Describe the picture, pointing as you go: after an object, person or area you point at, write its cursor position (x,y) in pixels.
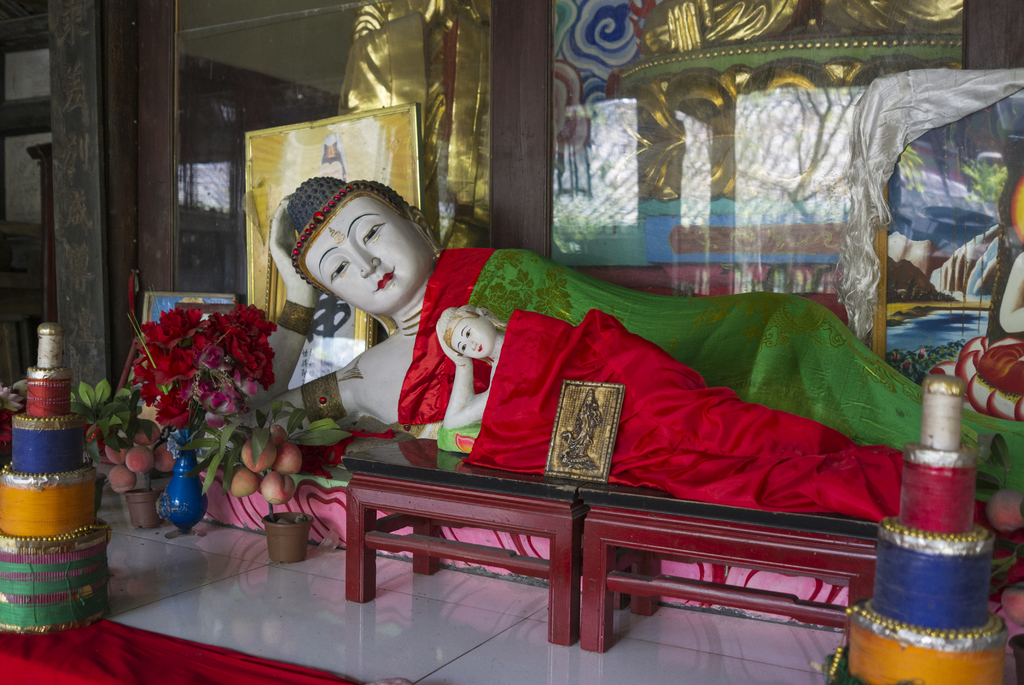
In this image there is a statue (425,392) lay on a table (652,539). On the left (214,428) and right side of the image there are flower pots (274,502). In the background (811,51) there is a glass door (717,112).
